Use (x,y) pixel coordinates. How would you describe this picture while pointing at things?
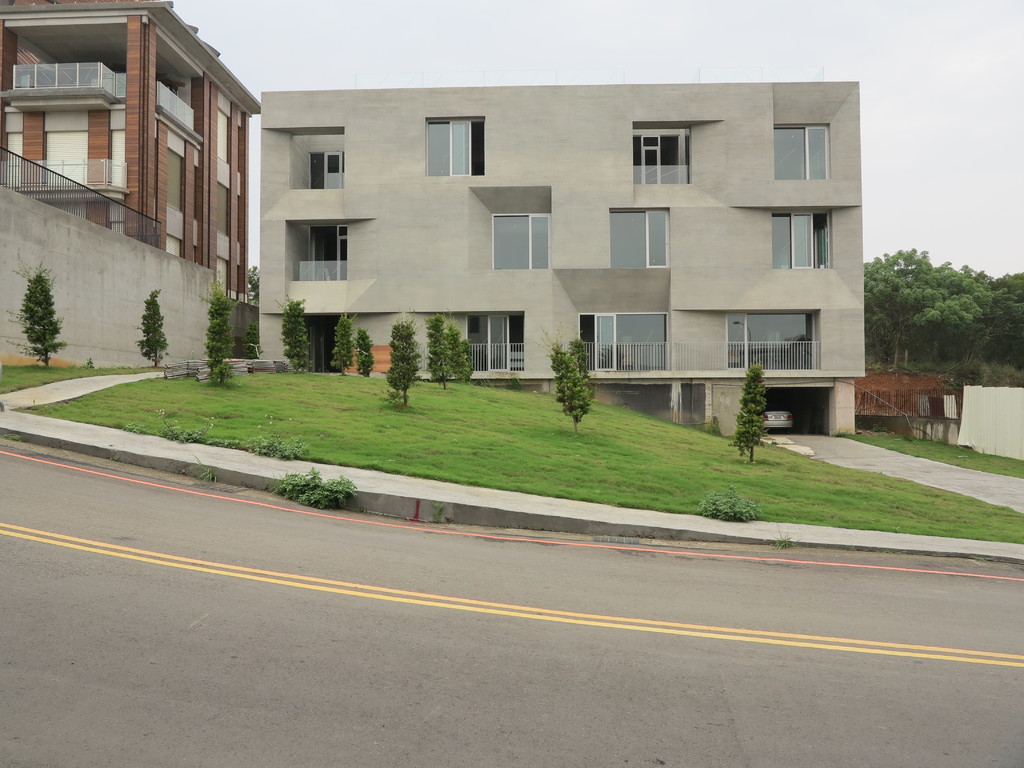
We can see road (607,593), plants (49,335), grass (666,487) and buildings (551,374). On the left side of the image (76,226) we can see wall (52,219) and fence (49,203). In the background (982,96) we can see trees (901,324) and sky (890,67).
